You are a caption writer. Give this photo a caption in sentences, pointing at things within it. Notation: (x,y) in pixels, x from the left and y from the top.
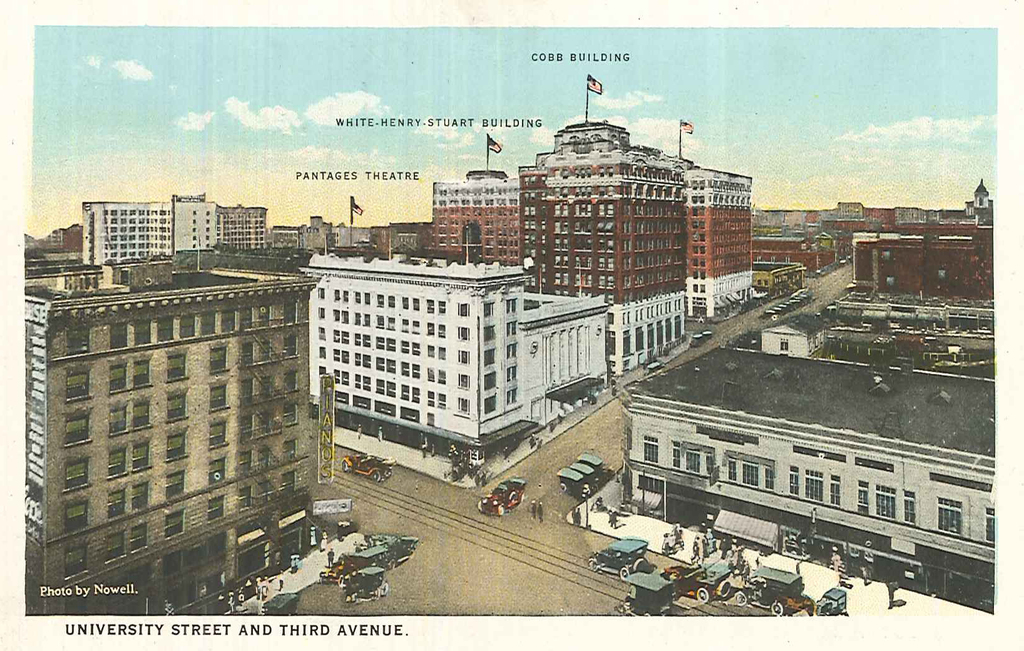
In this picture I can see a poster (497,359) on which there are some buildings (488,360), vehicles (495,510) on the road (422,560) and also some text (141,625).
